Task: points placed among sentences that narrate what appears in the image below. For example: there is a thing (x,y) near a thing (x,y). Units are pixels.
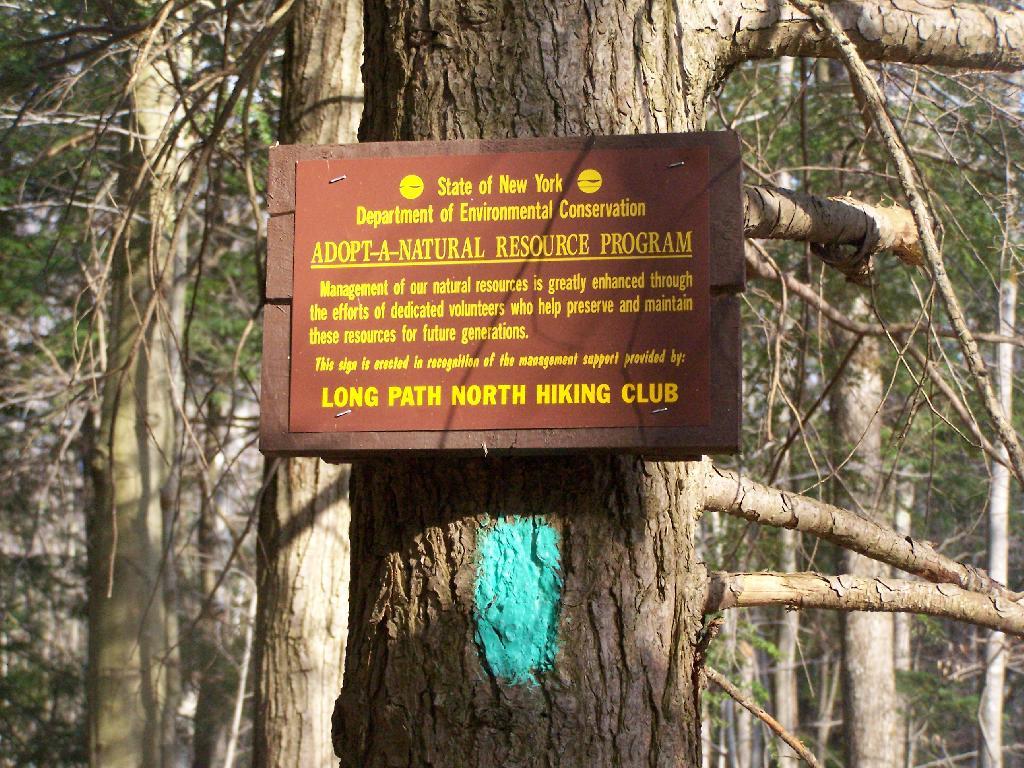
In this image, we can see a poster (405,344) on the wooden board (432,431). Here there is a tree trunk (610,479). In the background (57,586) we can see so many trees (790,385).
